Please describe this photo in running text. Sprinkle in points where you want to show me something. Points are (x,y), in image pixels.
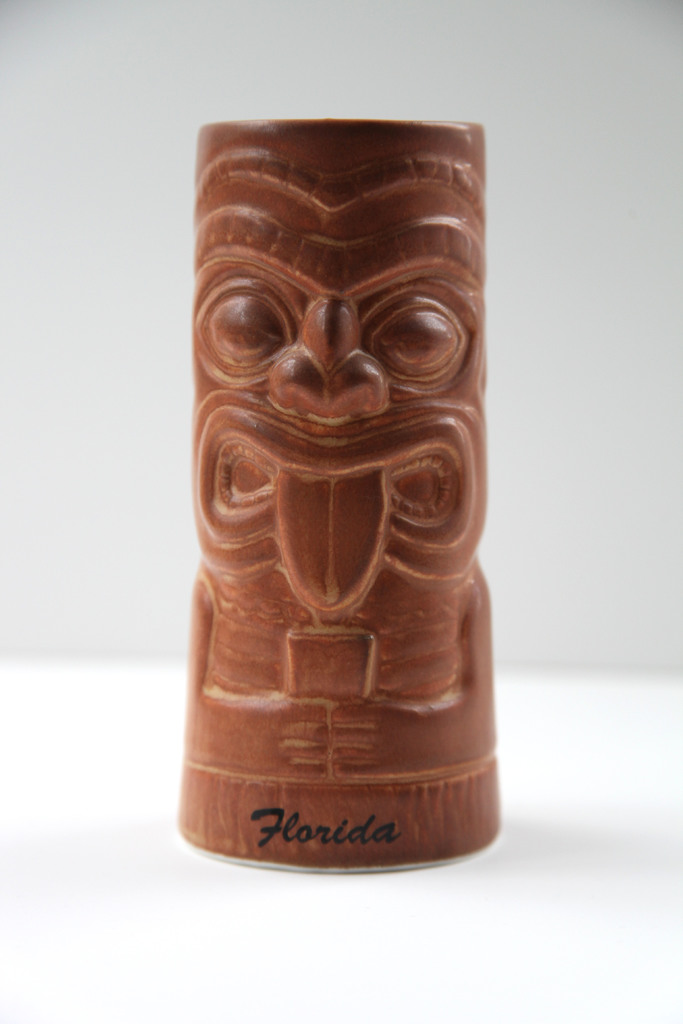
In this image there is a wooden sculpture (325,711), at the bottom (267,837) some text (278,811) is written, in the background (153,31) it is white.
